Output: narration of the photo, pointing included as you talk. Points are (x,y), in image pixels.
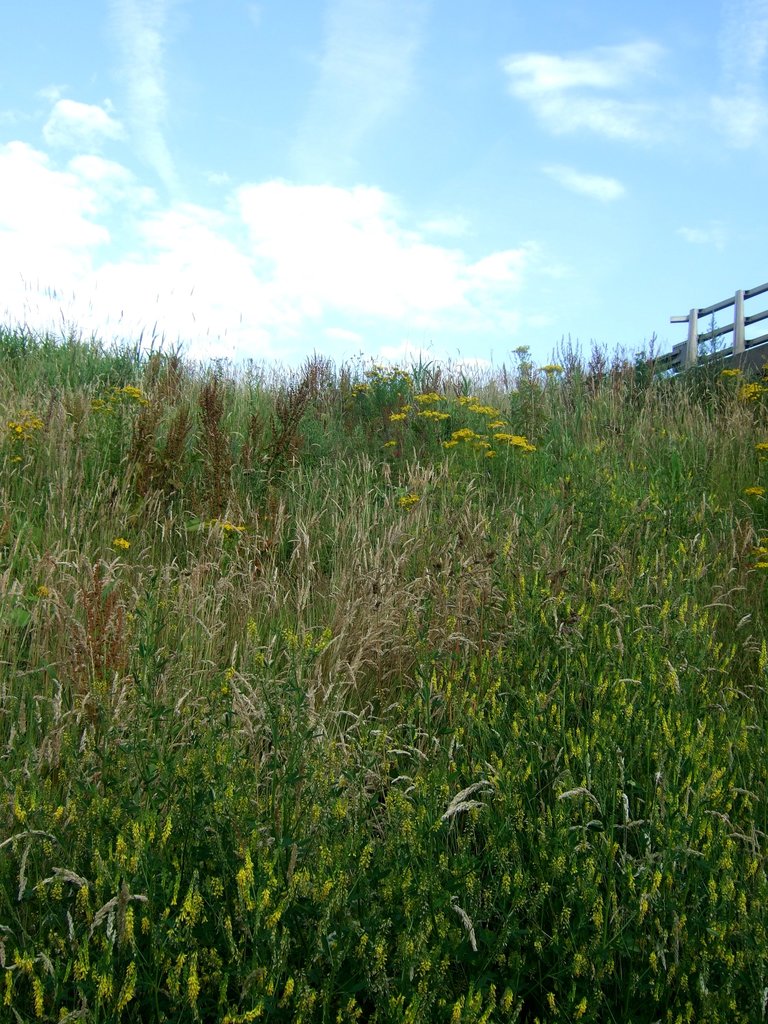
In this image I can see few plants (325,910) which are green, brown and yellow in color and in the background (725,354) I can see the railing (679,354) and the sky (461,277).
